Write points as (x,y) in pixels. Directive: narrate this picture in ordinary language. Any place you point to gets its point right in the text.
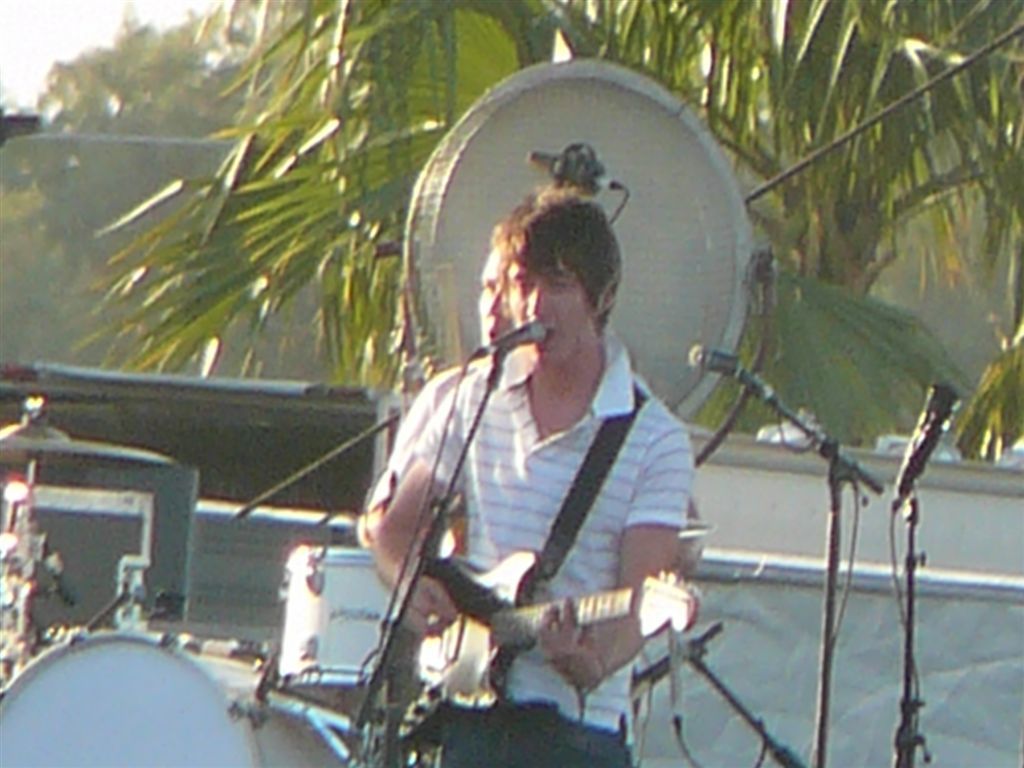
In the picture we can see a man (562,766) standing and holding a guitar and playing it and singing a song in front of the microphone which is in front of him and behind him also we can see another man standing and near to them we can see some musical instruments (168,649) and in the background (163,93) we can see some trees (156,76).
